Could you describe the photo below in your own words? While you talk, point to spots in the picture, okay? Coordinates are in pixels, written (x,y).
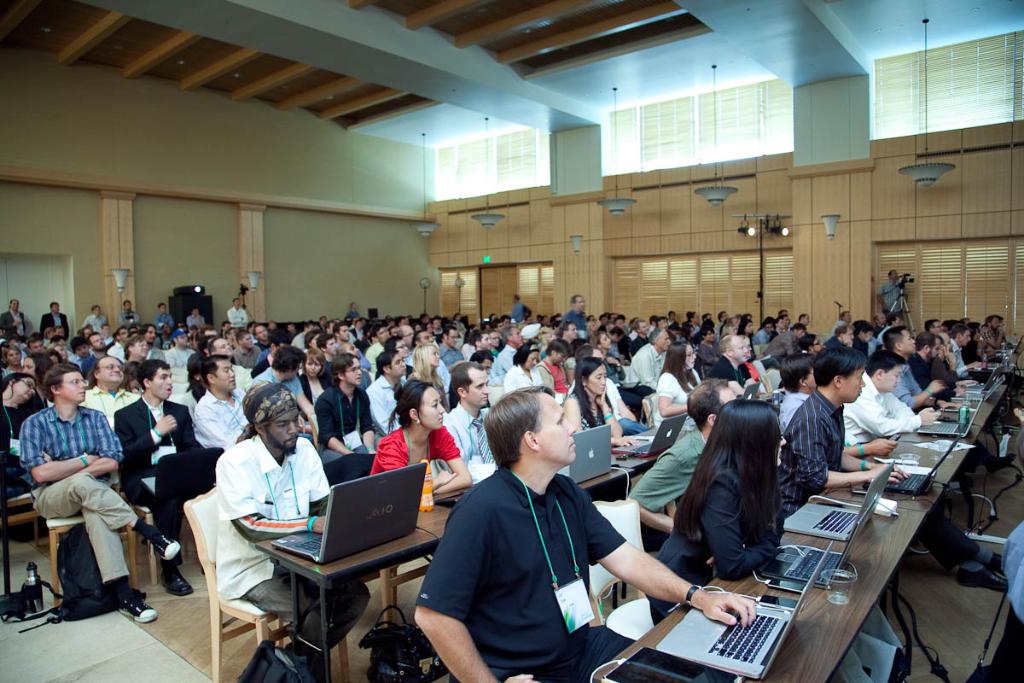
As we can see in the image there is a wall (358,265), lamp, lights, many people (865,358) sitting on chairs (204,523) and there are tables (792,649). On table (784,664) there are laptops (780,621), glasses (838,601) and switch board (890,507).
